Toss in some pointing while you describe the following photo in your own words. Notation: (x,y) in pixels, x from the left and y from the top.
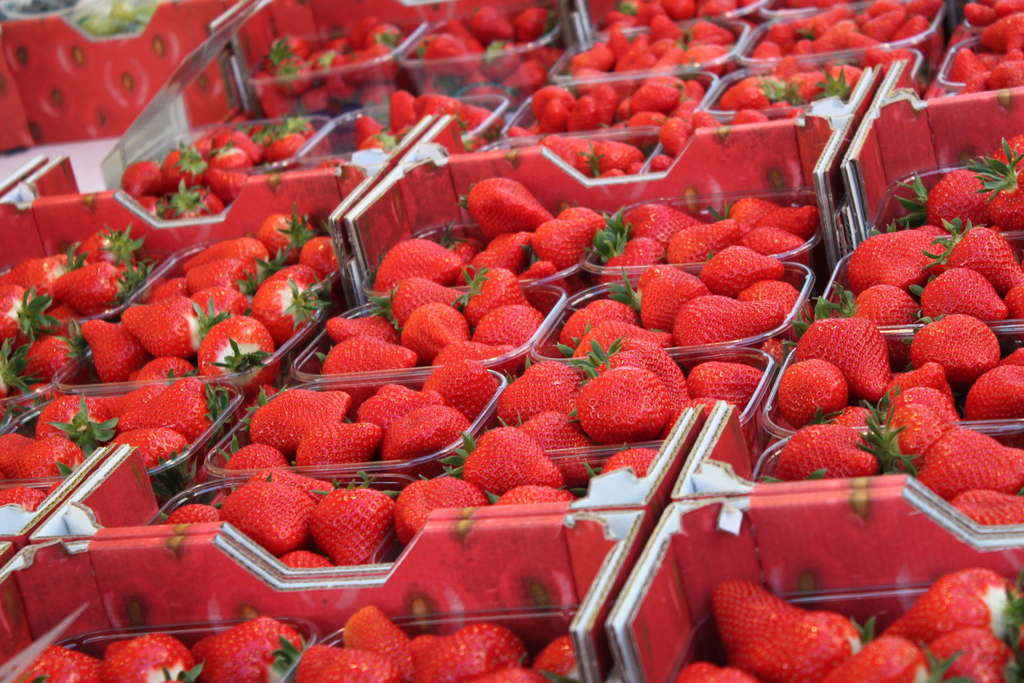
In this picture I can see many strawberries (984,682) which are kept in the different plastic boxes (198,630). In the top left corner (115,16) I can see the fruits (112,1) which are kept on the carton box (102,38).
